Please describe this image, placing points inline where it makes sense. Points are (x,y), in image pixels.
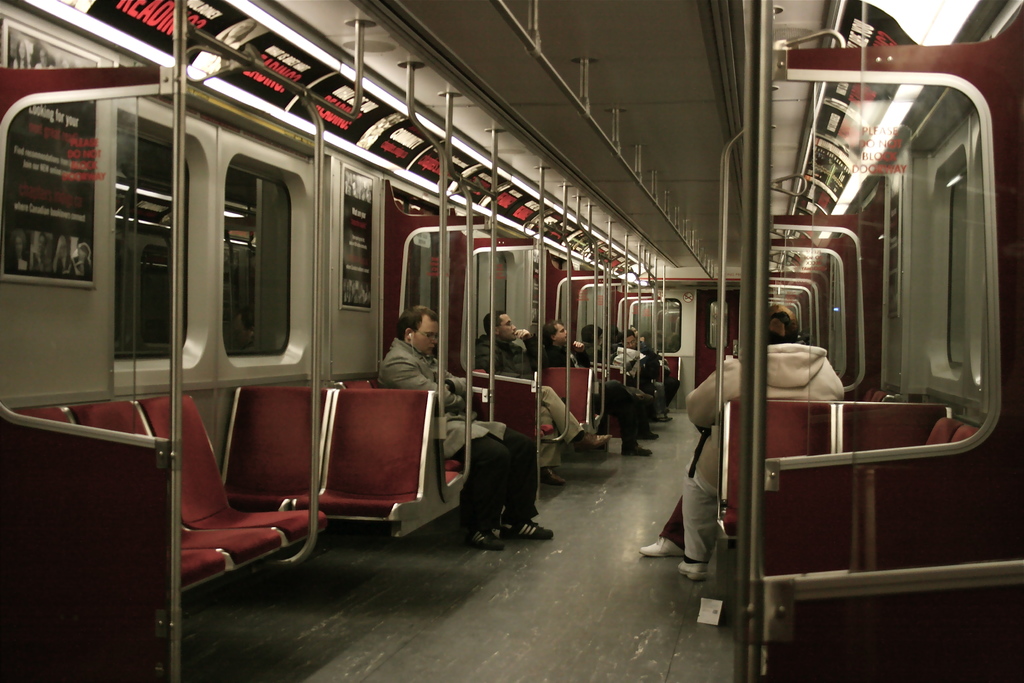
In this image we can see people (501,366) sitting on the seats (563,371) of a locomotive (882,211).
